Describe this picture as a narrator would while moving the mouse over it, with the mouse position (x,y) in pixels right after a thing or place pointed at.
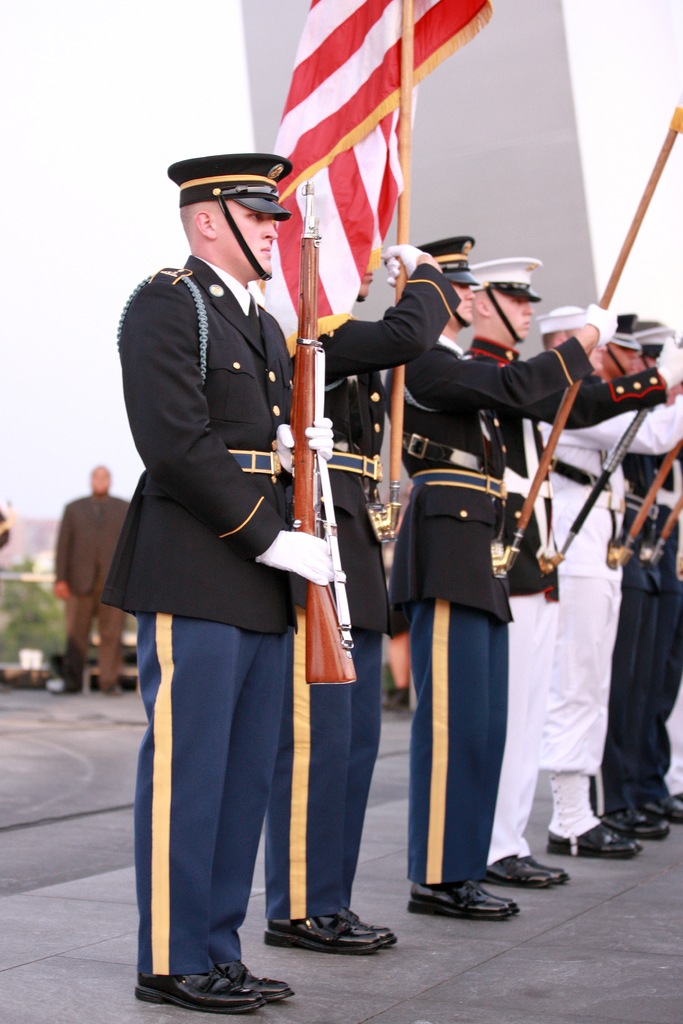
In the image in the center (432,672), we can see few people (410,646) are standing and they are holding some objects (364,256) like, one gun (322,487), some flagsticks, etc. And we can see they are wearing caps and they are in different costumes (342,531). In the background (108,159) we can see the sky (43,143), plant (23,604), one person (116,622) standing etc.
